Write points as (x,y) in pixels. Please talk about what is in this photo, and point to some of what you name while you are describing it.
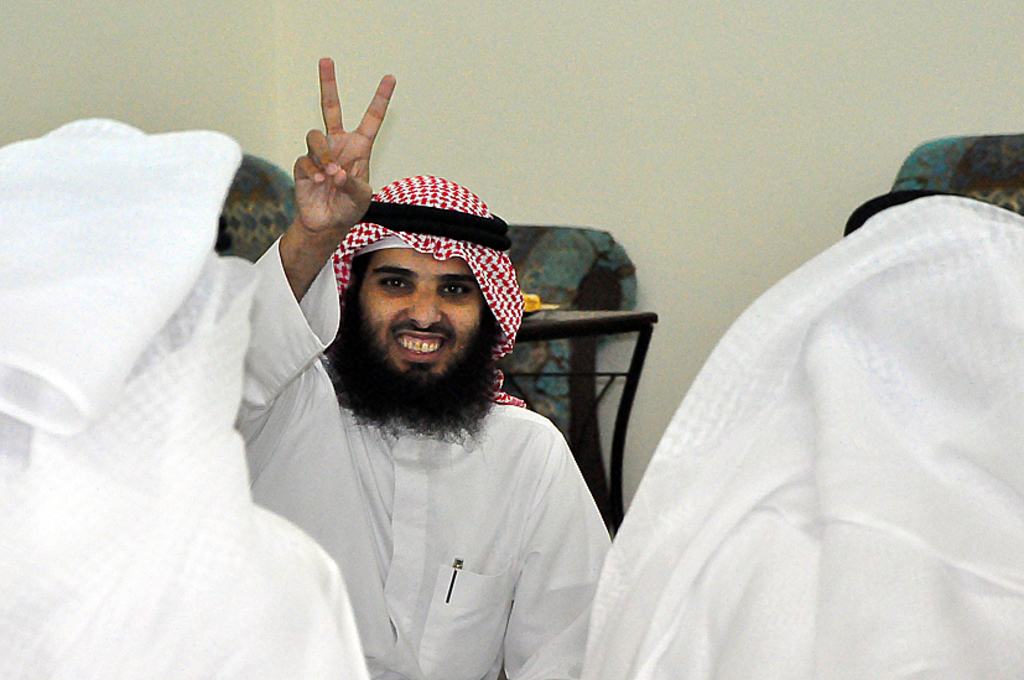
There are people (996,534) and this man (484,515) smiling. In the background (511,113) we can see table (583,312) and wall (545,158).
